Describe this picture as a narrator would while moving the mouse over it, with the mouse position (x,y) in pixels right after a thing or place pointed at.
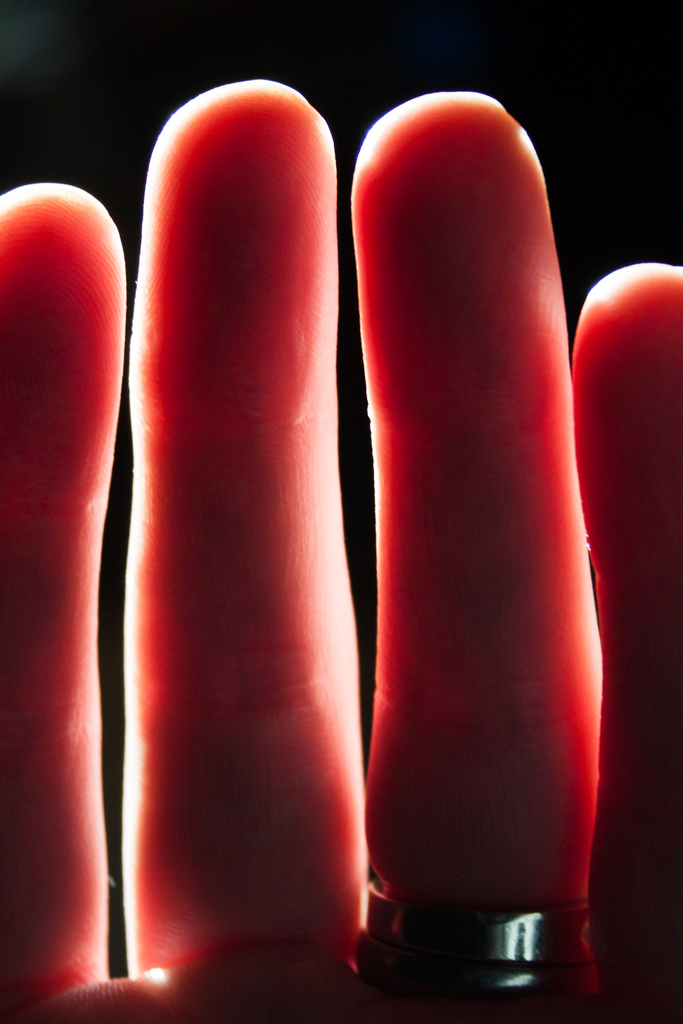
We can see fingers (501,830) and rings (471,917). In the background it is dark.
